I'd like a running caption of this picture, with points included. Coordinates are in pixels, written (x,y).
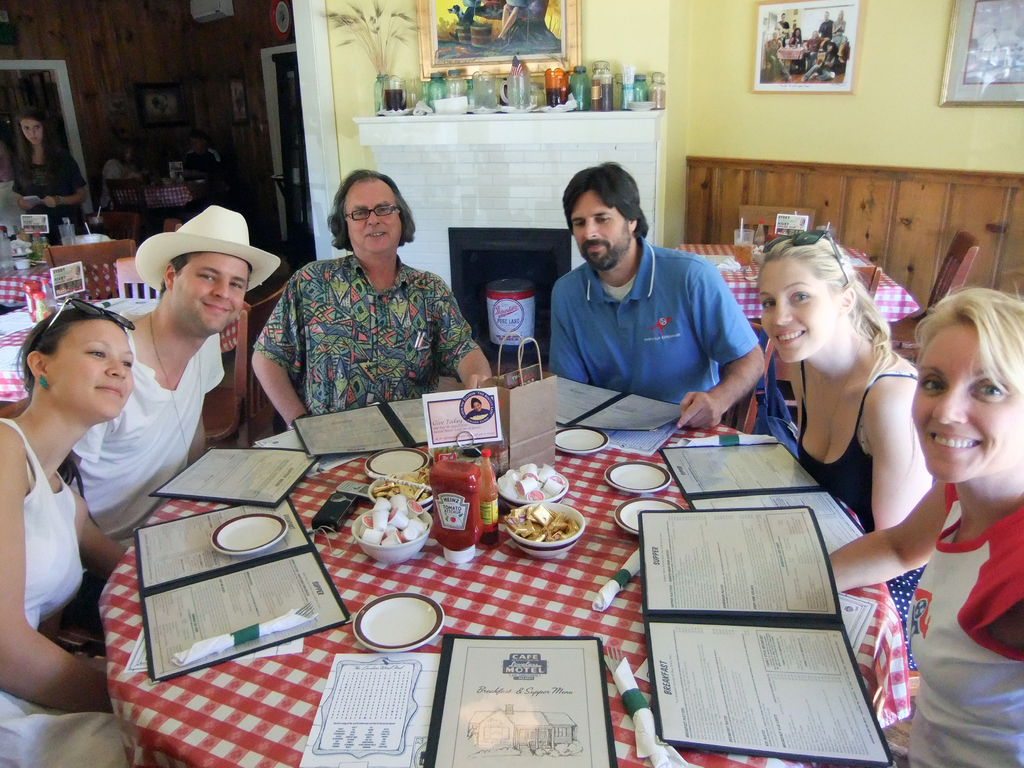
In this image there are group of people (34,599) who are sitting on a chair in front of them there is a table (313,702) on the table (282,670) we could see some books (718,607) and some bowls (396,514) and some plates (241,539) are there and on the top (409,22) there is a wall (903,59). On that wall (701,36) there are some photo frames (821,47) in the center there is one wall (493,149), on the wall (495,168) we could see some glass jars (525,86) and one photo frame (482,42) and on the left side (136,184) there are a group of chairs (58,260) and many tables (16,295) are there.
